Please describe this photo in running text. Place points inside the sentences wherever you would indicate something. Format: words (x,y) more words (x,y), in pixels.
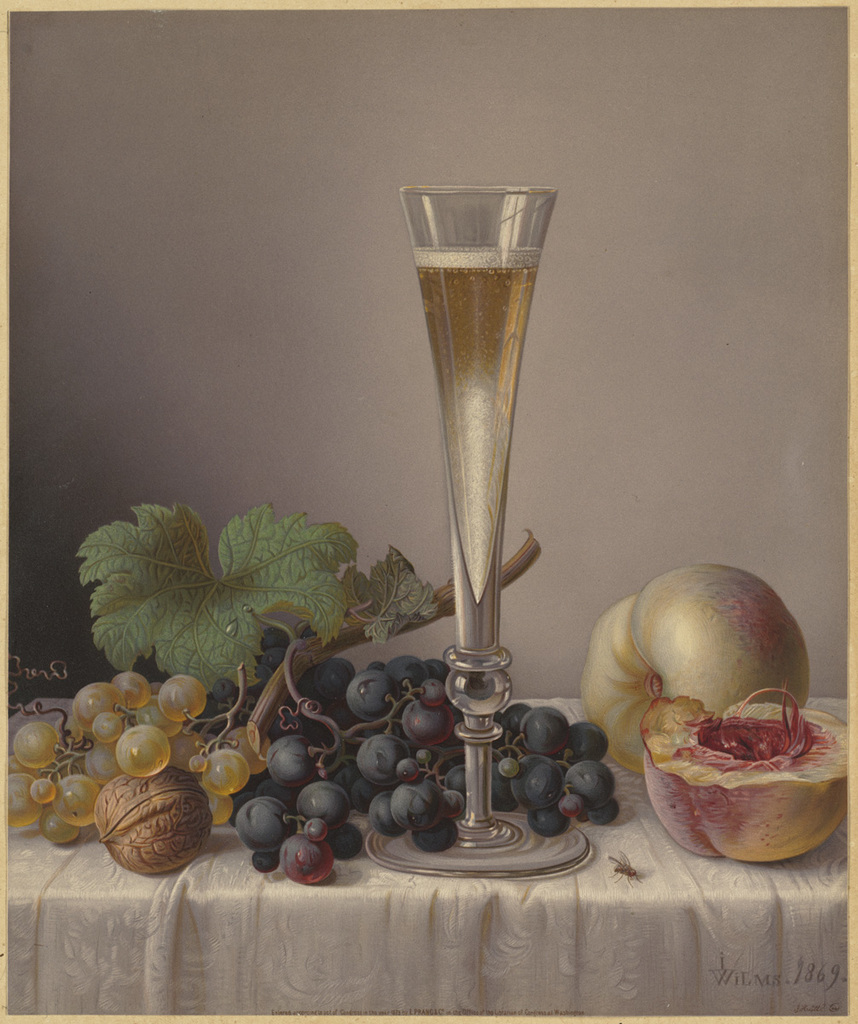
In the foreground (260,563) I can see a bunch of grapes (381,730), walnut (191,830), peach fruits (712,824) and a glass (569,828) on the table (617,974). In the background (694,227) I can see a wall (385,517). This image looks like a photo frame.
